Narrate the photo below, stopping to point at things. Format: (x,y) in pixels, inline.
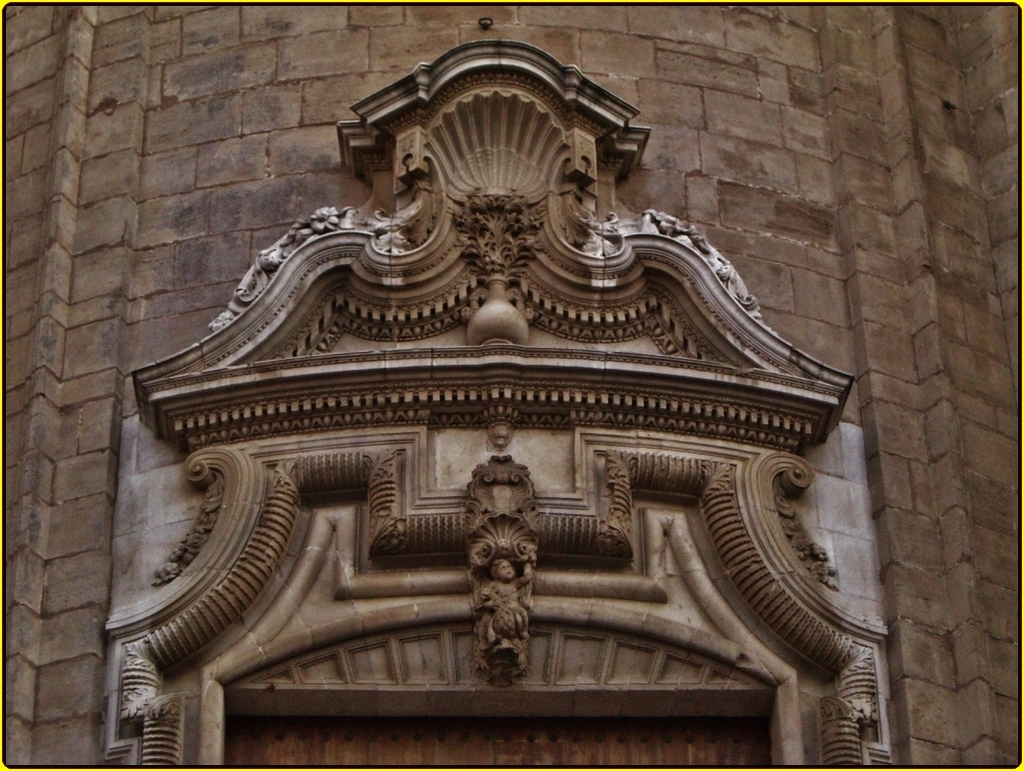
In this picture, we can see an arch (176,428) on the wall (257,154) and we can see some craft (468,413) on the arch (637,624).
